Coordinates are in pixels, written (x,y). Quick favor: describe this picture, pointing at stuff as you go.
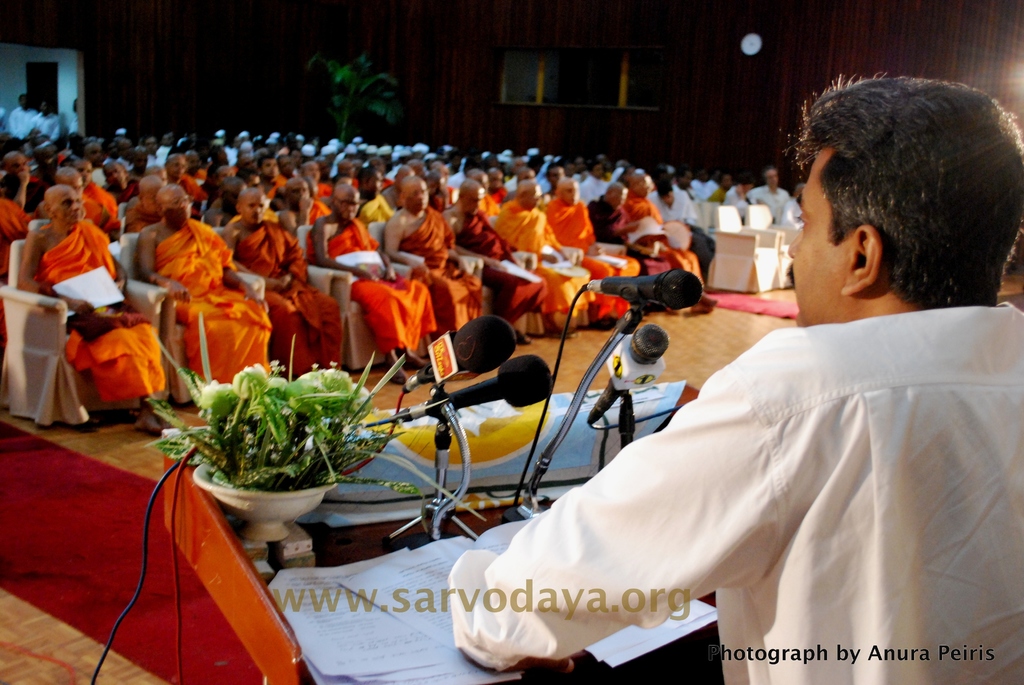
Here we can see a man (797,410) in front of mike's (675,293). There is a podium (220,557). Here we can see papers (419,616), plant (353,428), and a banner (545,428). There are group of people (438,222) sitting on the chairs (408,272). There is a dark background (19,95) and we can see a plant (390,89), clock (748,43), windows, and few persons (55,135).
